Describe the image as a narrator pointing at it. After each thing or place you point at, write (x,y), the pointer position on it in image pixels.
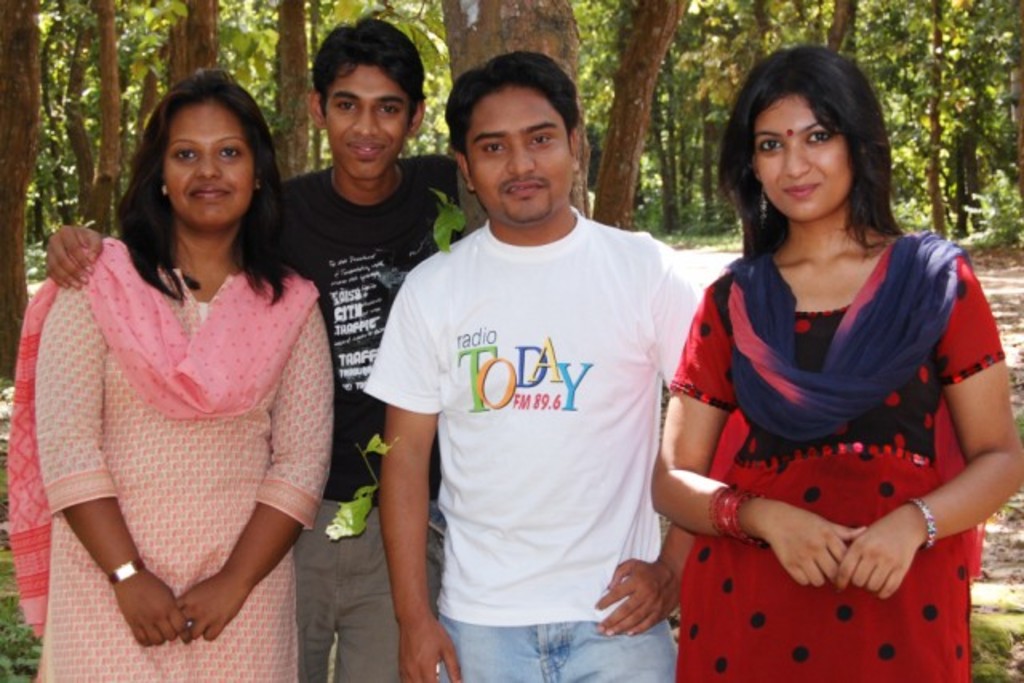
In this image I can see four people (561,320) with different color dresses (372,325). In the background (675,24) I can see many trees (755,8).
